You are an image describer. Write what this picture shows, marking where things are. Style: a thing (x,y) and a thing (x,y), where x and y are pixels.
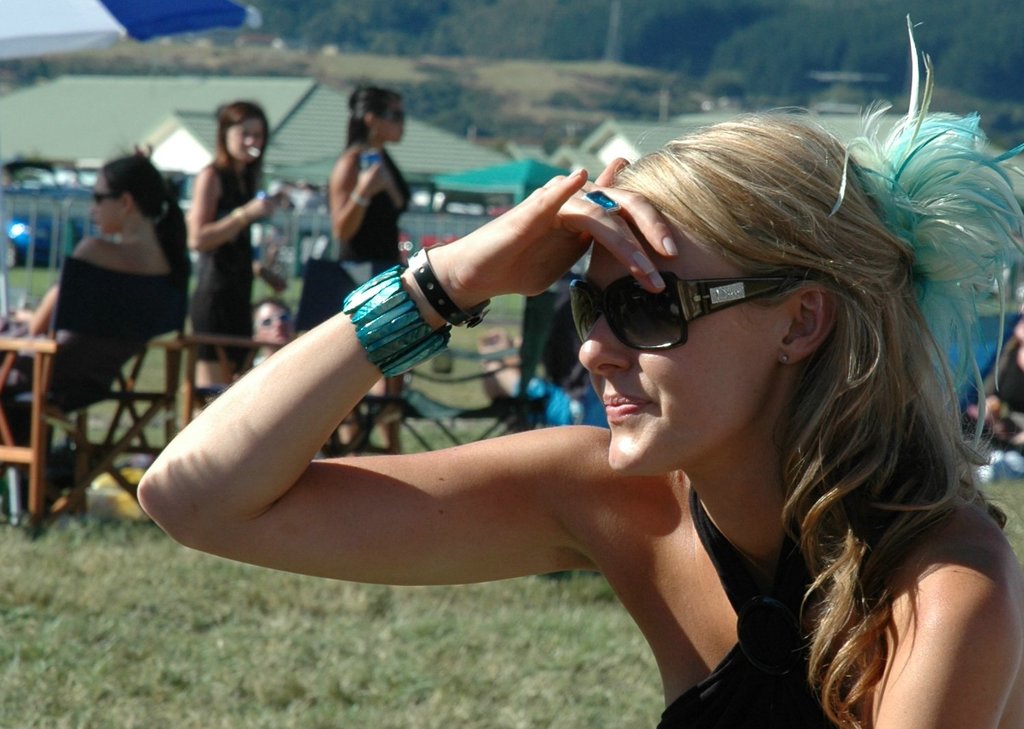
In this image, we can see a woman (688,459) is wearing goggles (680,295) and smiling. Background (476,206) we can see people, grass (260,658), chairs (11,459), houses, trees (899,45) and few objects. Here we can see few people (991,414) are sitting.
